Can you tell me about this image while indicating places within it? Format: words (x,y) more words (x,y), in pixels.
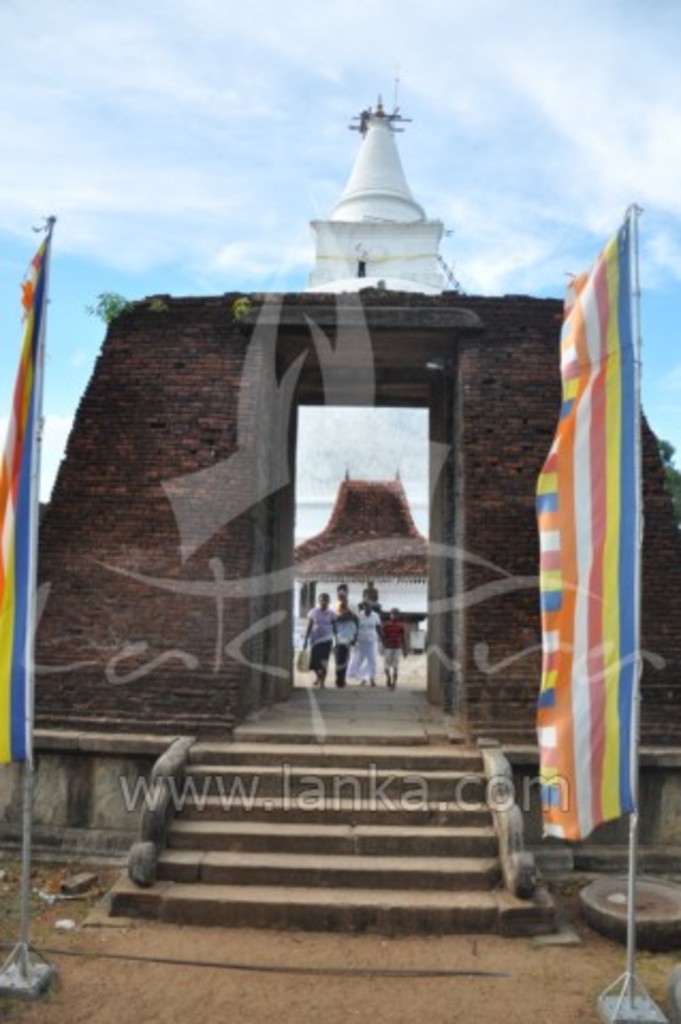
Here in this picture in the front (609,326) we can see flag post (28,323) present on either side on the ground (333,975) and in between that we can see steps (311,851) present on the ground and we can also see an entrance (283,553) present in the wall (207,545), through which we can see an old monumental building (311,570) and we can see people (378,628) walking through the entrance (435,603) and we can see the sky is cloudy.
